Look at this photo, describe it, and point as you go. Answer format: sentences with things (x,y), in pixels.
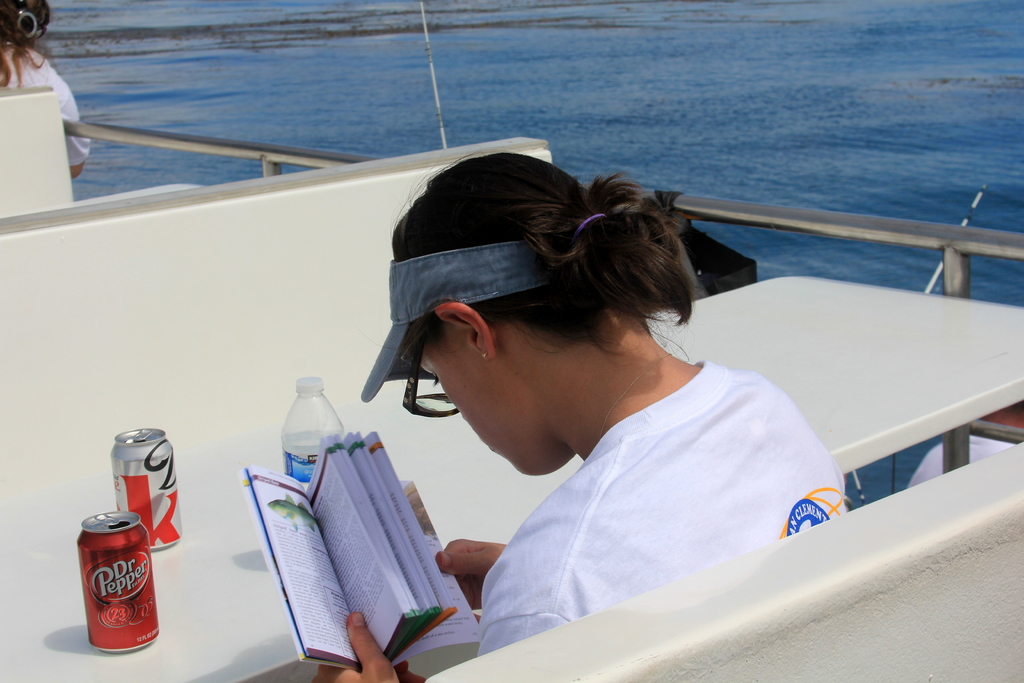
In this picture there is a woman (671,220) who is wearing cap (414,303), spectacle (412,384), white t-shirt (596,534) and she is reading the book (437,604). She was sitting on the bench (873,614). In front of her we can see two coke can (114,475) and a water bottle (314,428) on the table (454,498). At the top (1005,54) we can see water (684,98). On the top left corner (67,146) there is another woman (32,71) who is standing near to the fencing (160,138).
